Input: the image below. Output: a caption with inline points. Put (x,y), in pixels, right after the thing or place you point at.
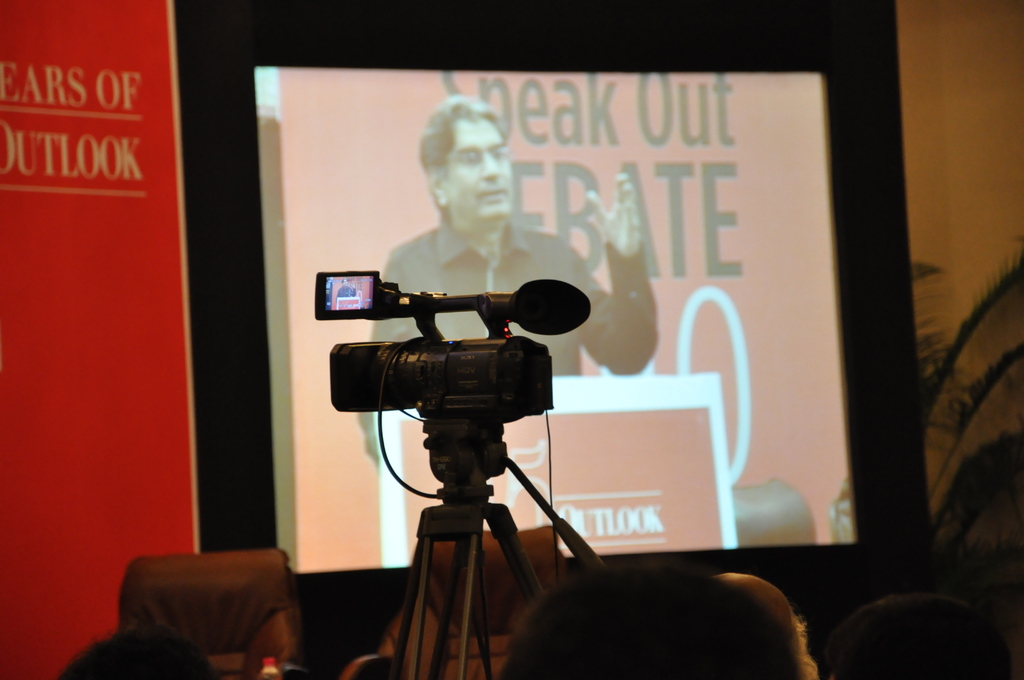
In this picture there is a camera (528,370). At the bottom (846,668) I can see some people's head (786,619). Beside that I see the table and chairs (253,596). In the background (575,236) I can see the projector screen (724,247) which is placed near to the banner (137,284). In that screen (596,206) I can see the man (621,311) who is standing near to speech desk (636,431). On the right (965,585) I can see the plants (1018,464) near to the wall (970,234).
